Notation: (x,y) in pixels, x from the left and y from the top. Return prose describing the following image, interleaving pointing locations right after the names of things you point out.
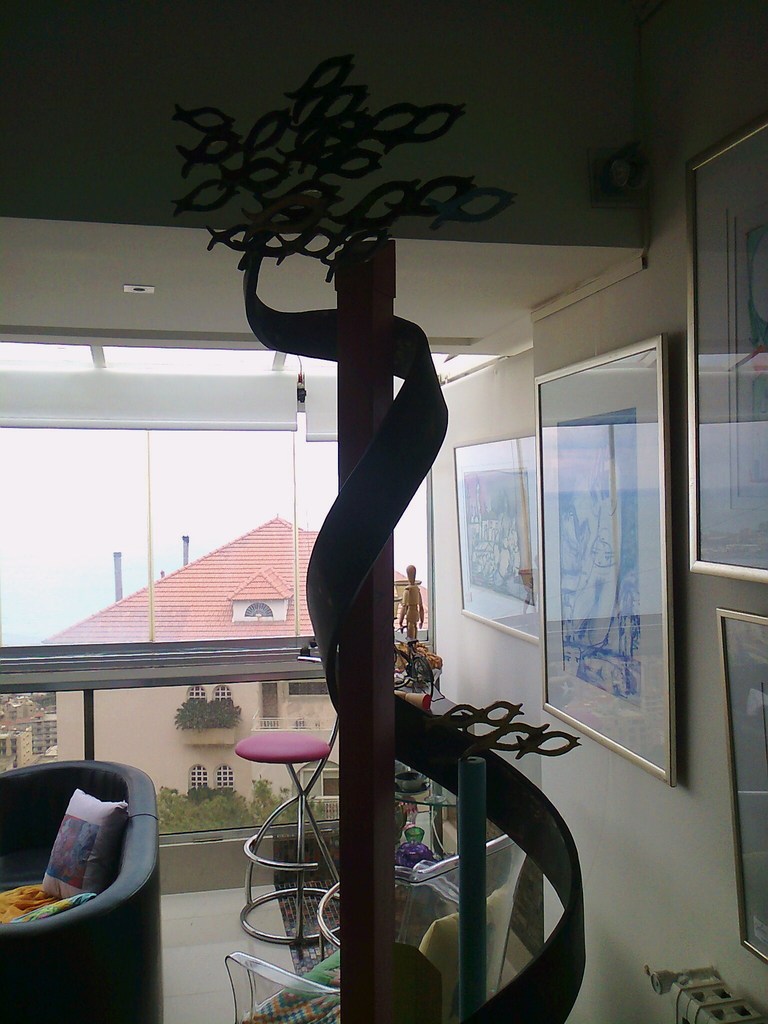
In the center of the image (383,344) we can see an object (388,568). We can also see a stool (283,743), chair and a black color sofa (131,855) with the cushions (82,875) and a cloth (41,909). On the right (720,188) we can see the frames (607,499) attached to the wall (589,966). We can also see the ceiling light (134,285), floor (259,944) and also the glass window (120,608) and through the glass window (262,634) we can see the house (116,725), plants (234,722) and also the sky (170,499).
